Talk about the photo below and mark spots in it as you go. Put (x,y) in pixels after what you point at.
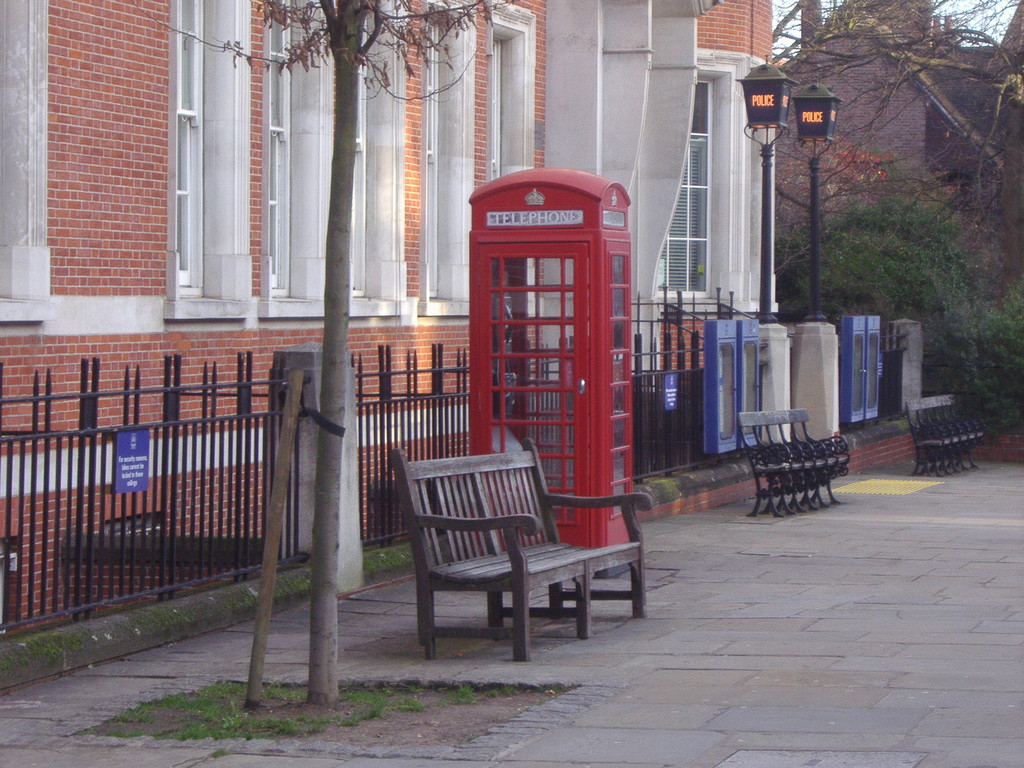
This image is taken outdoors. At the bottom of the image (727,666) there is a floor (811,627). In the middle of the image (565,307) there is a telephone booth (565,356) and there are three benches (517,541). There is a tree (323,613). In the background (572,165) there is a building (363,430) with walls (291,218), windows (702,167). There are a few trees (804,163) and poles (755,80) and there is a railing (695,406).
